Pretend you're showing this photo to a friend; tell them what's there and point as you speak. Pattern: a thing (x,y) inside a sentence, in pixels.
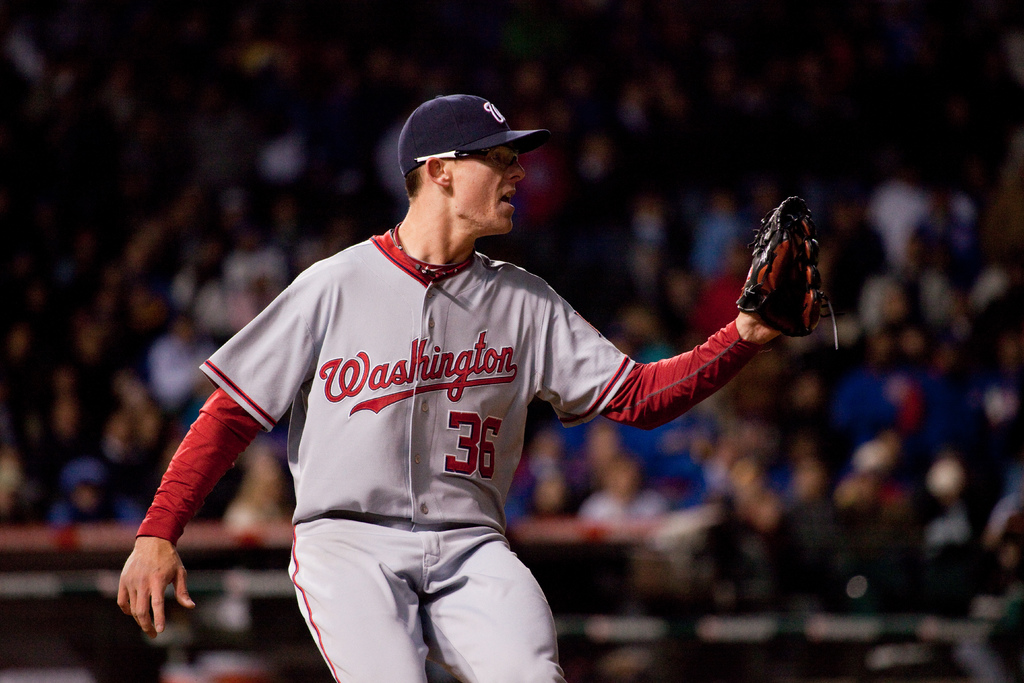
In this picture there is a man (380,579) in motion and wore glove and cap (450,143). In the background of the image (261,99) it is blurry and we can see people (600,516).
